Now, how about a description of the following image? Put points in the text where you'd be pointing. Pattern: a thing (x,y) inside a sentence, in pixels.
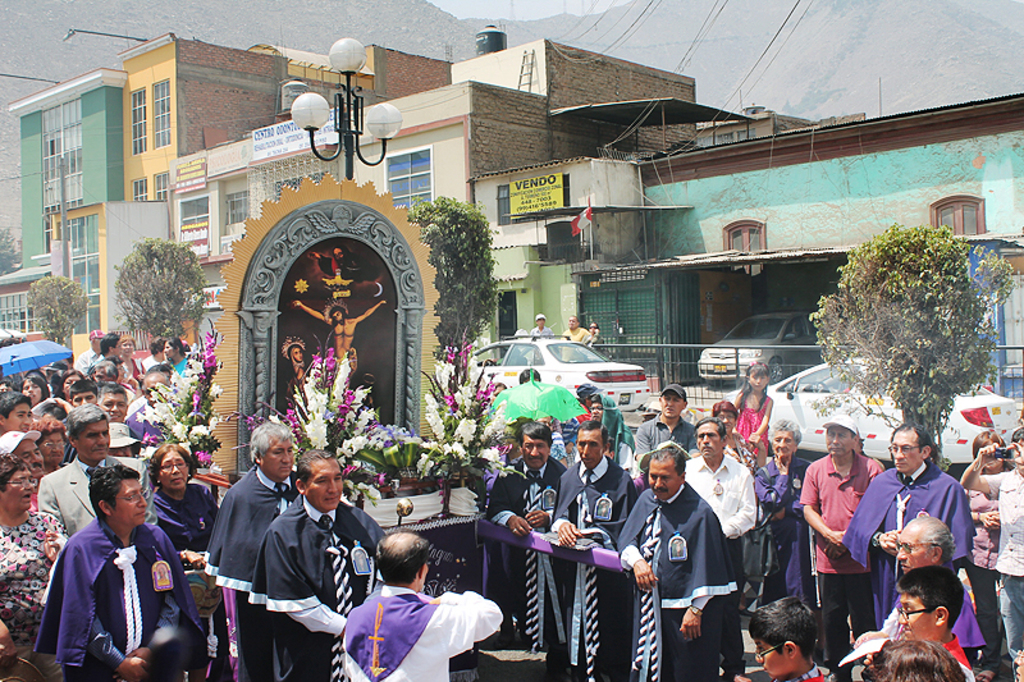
This picture is clicked in the city. Here, we see people (307,524) standing on the road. In the middle of the picture (386,444), we see crucifix (343,368) and flower bouquets (426,451). Behind them, we see cars (644,376) parked on the road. In the background (171,240), we see buildings (572,160), trees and street lights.
